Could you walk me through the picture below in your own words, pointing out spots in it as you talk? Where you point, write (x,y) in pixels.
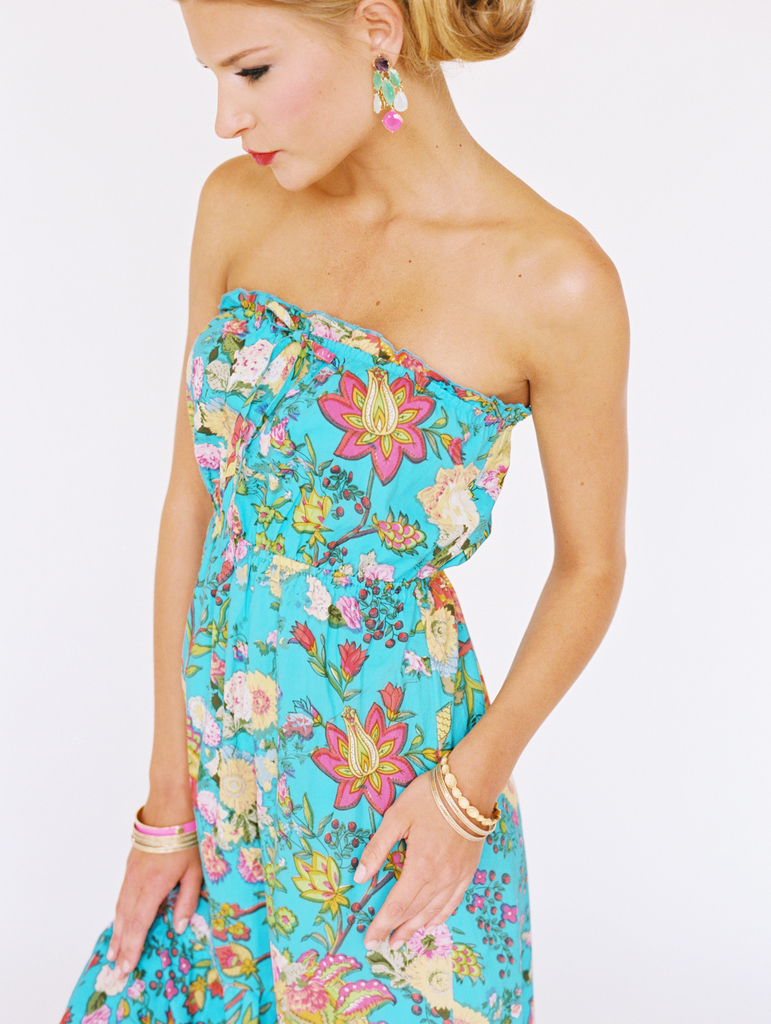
In this picture there is a woman (513,247) who is wearing earrings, bangles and dress (377,816). In the back (737,740) I can see the brightness (650,857).
